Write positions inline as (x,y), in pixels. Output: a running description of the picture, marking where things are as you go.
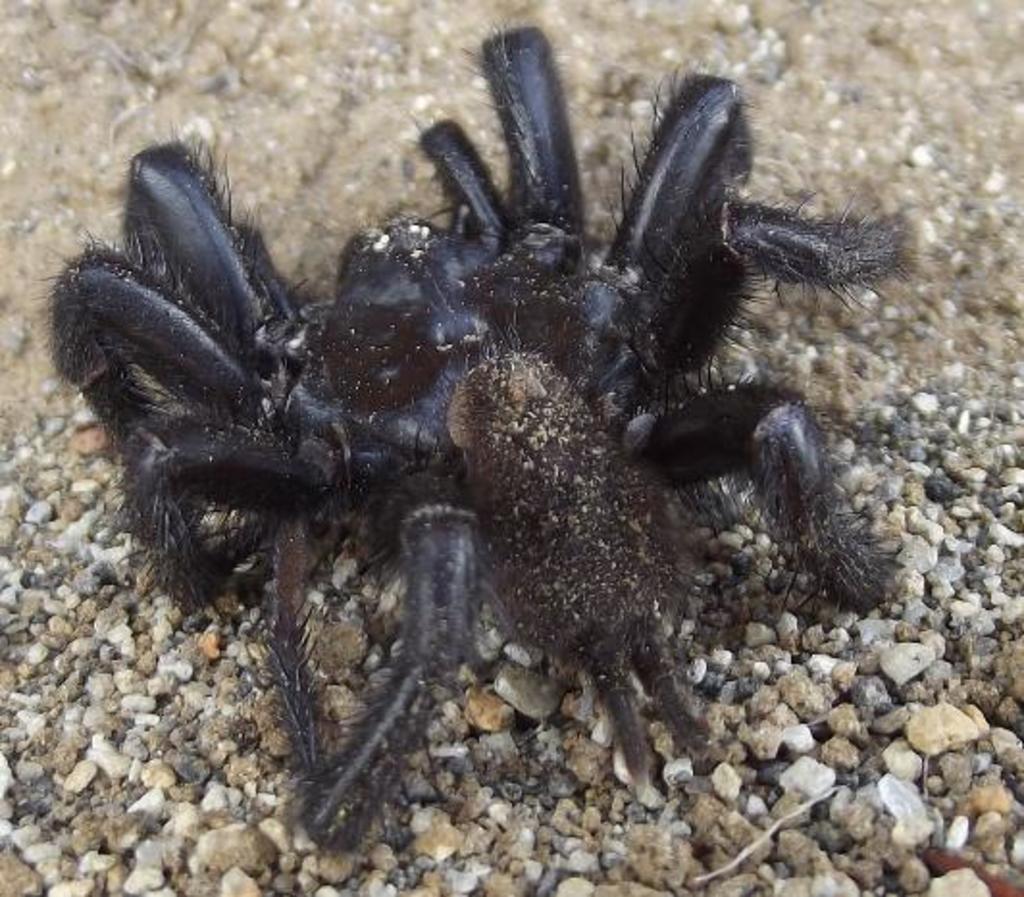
In this image I can see an insect (563,189) on few stones (327,740) and the insect (487,422) is in black color and the stones (539,815) are in white and brown color.
